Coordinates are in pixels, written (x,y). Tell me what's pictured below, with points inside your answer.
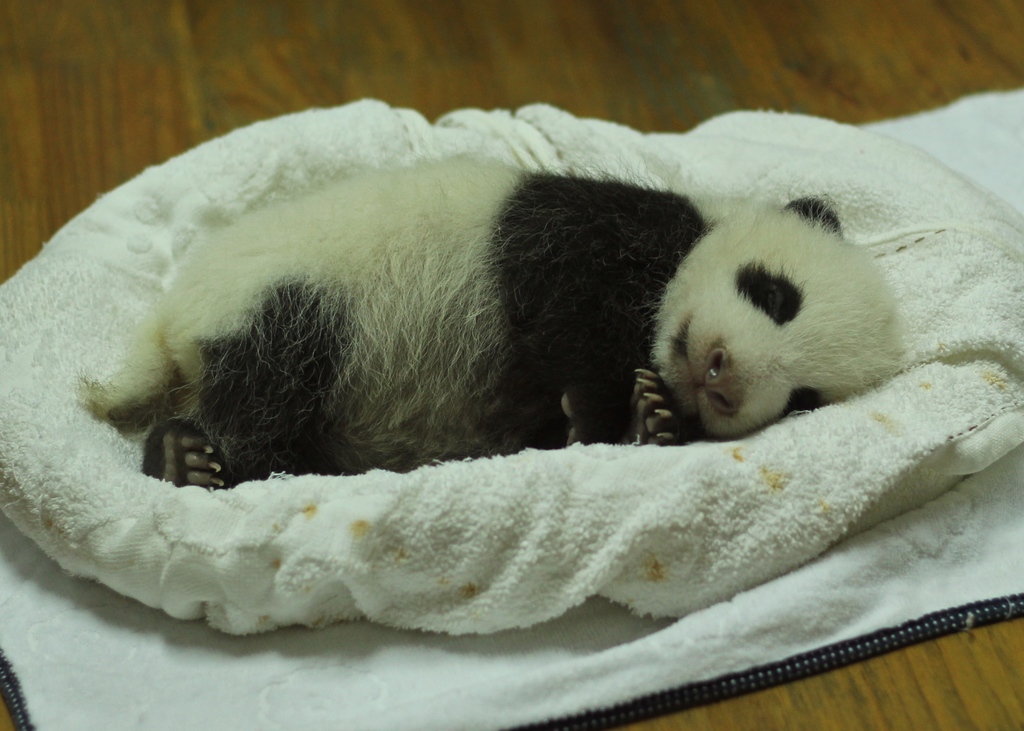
In this picture there is a white and black color small panda (551,440) sleeping in the white cloth (730,540) which is placed on the wooden table top (374,70).
